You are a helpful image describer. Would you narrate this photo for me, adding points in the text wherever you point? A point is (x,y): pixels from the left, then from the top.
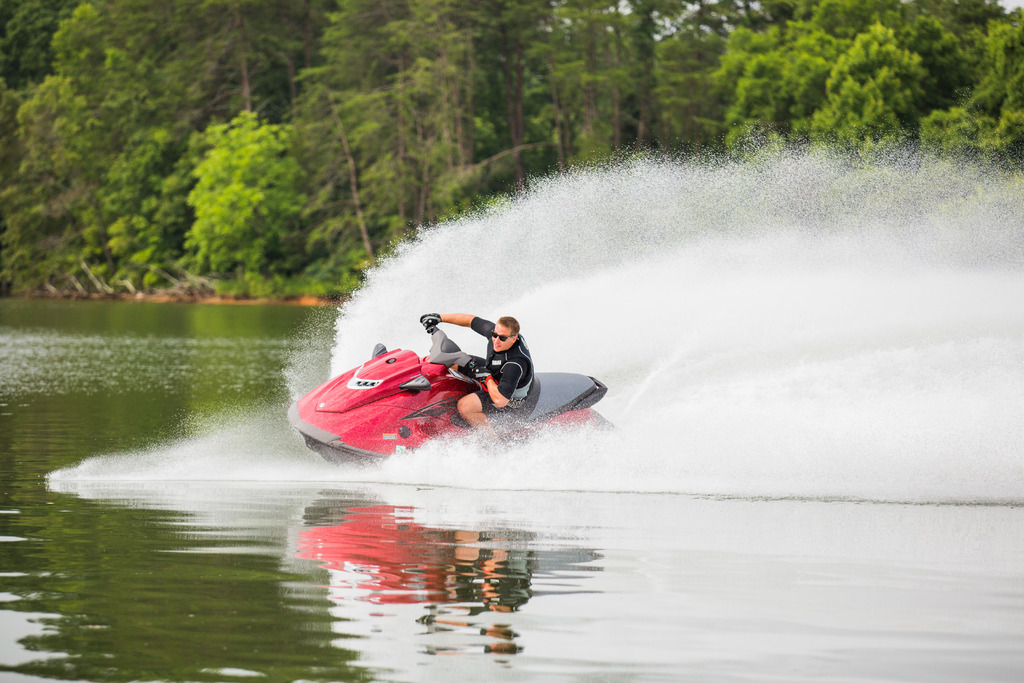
In the center of the image (504,398) we can see a man (504,398) riding on the jet ski (337,442). At the bottom (272,532) there is water (245,522). In the background (551,165) there are trees (531,141).
